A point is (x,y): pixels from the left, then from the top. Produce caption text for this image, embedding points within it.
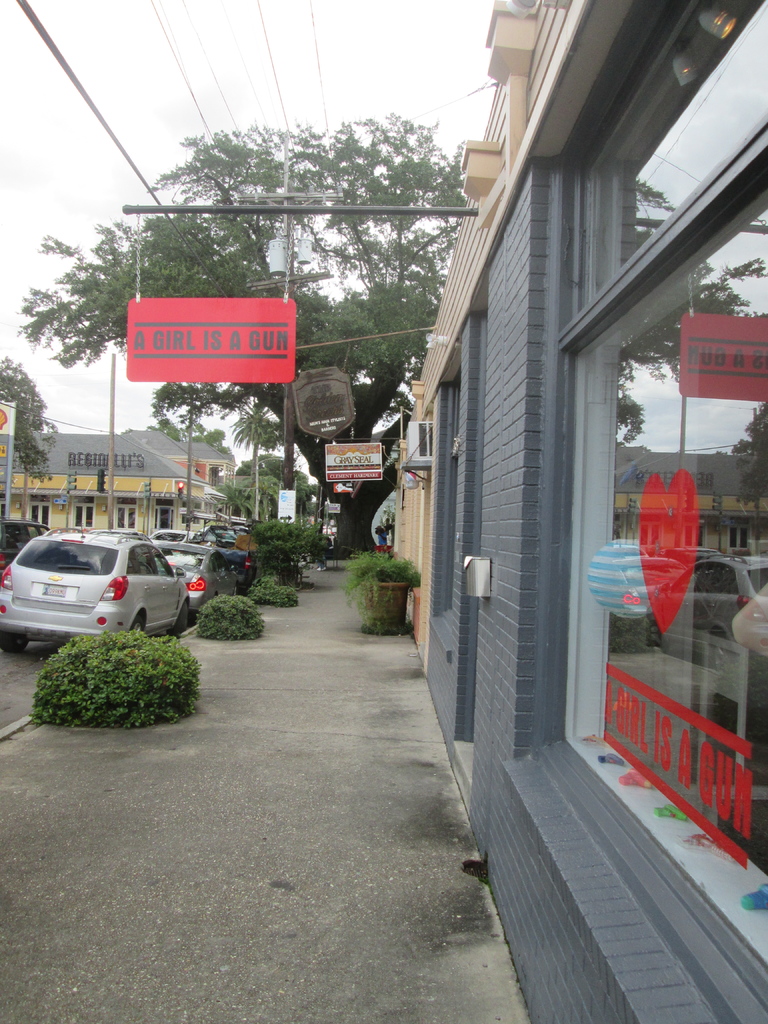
In the picture we can see some plants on the border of the path (293,612) and beside it we can see some cars (152,601) on the road (47,648) and we can also see some house (623,735) with a glass windows (628,746) and some board (613,733) to it and in the background (110,358) we can see some buildings (106,506), poles (110,472), and sky (96,214).
